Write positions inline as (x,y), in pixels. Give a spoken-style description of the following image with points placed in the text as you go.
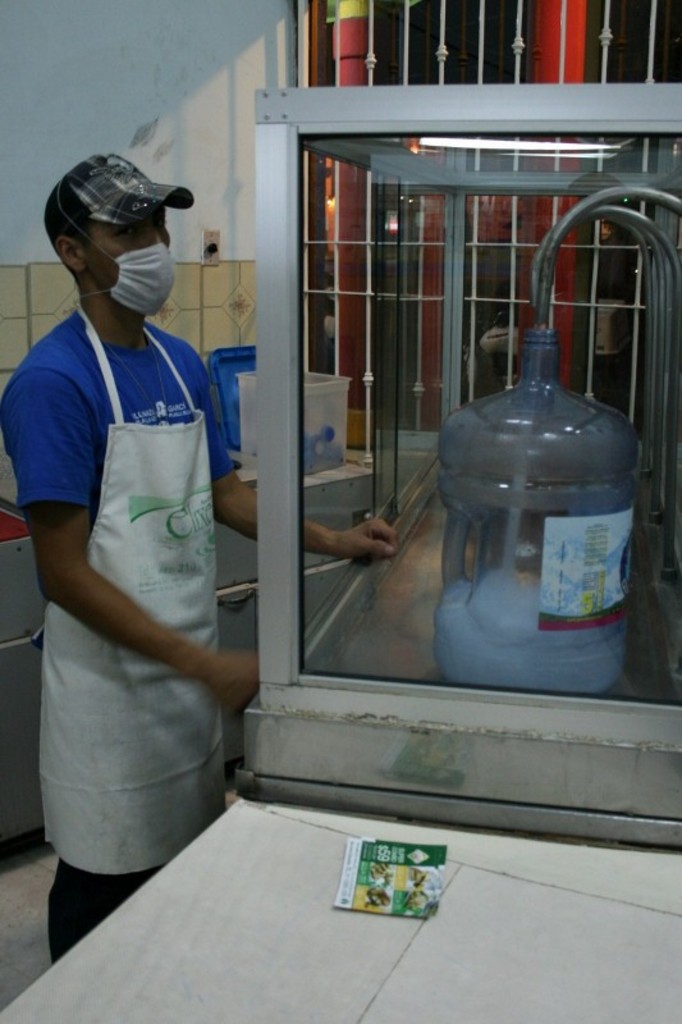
There is a man (106,506) standing on the floor (21,888). He wore a cap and an apron (164,677). This is a table (307,976). Here we can see a glass box (401,246), light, water can (515,563), taps (605,199), and a box (347,412). In the background (226,140) we can see wall (195,184).
